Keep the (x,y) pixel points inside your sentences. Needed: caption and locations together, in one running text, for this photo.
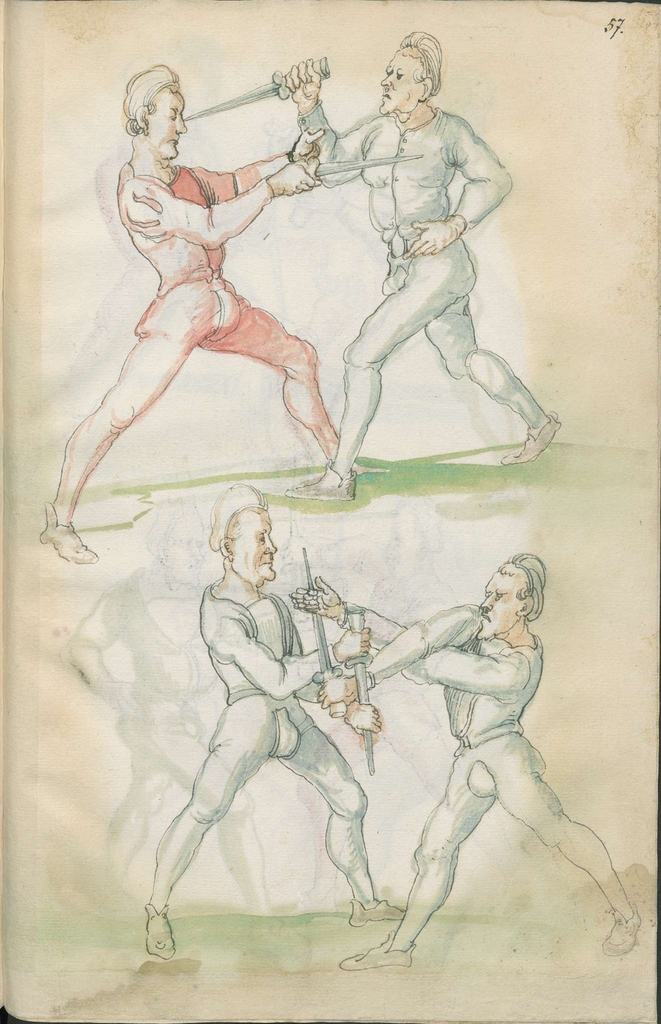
In this image we can see a drawing (432,871). There are four people (339,499) fighting each other with daggers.
